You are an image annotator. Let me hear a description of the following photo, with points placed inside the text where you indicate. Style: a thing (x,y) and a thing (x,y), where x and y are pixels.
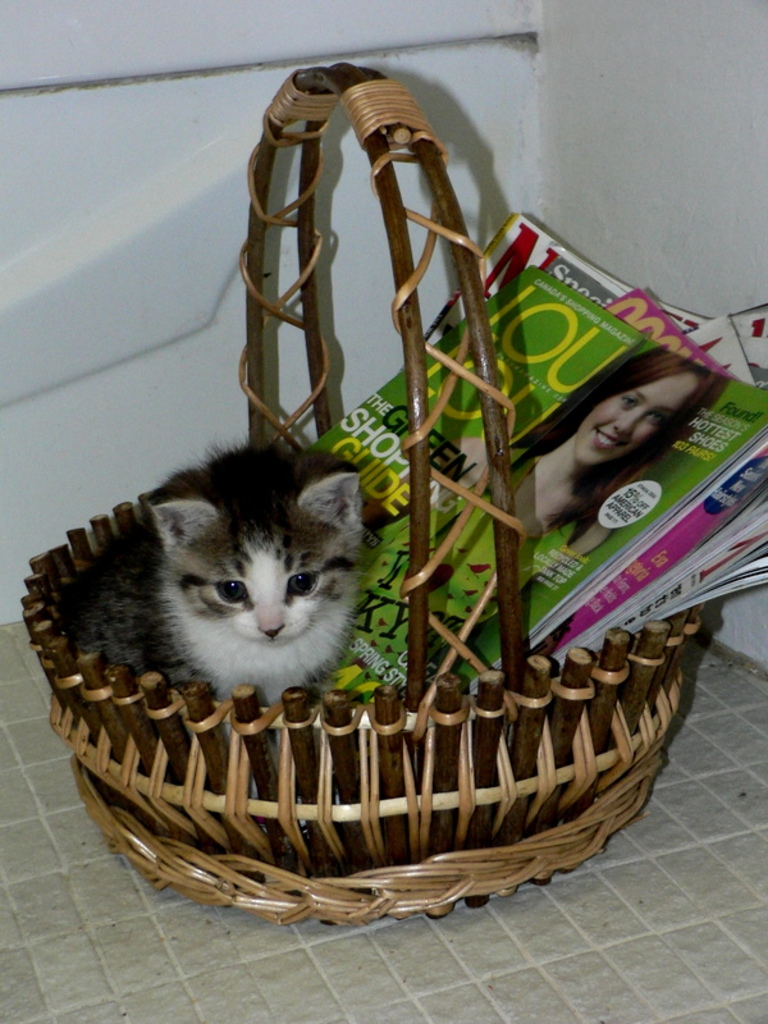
In this picture we can see a basket (221,844) with a cat (213,570), books (661,305) in it and this basket (55,569) is placed on the floor (693,871) and in the background (262,77) we can see the walls (536,79).
